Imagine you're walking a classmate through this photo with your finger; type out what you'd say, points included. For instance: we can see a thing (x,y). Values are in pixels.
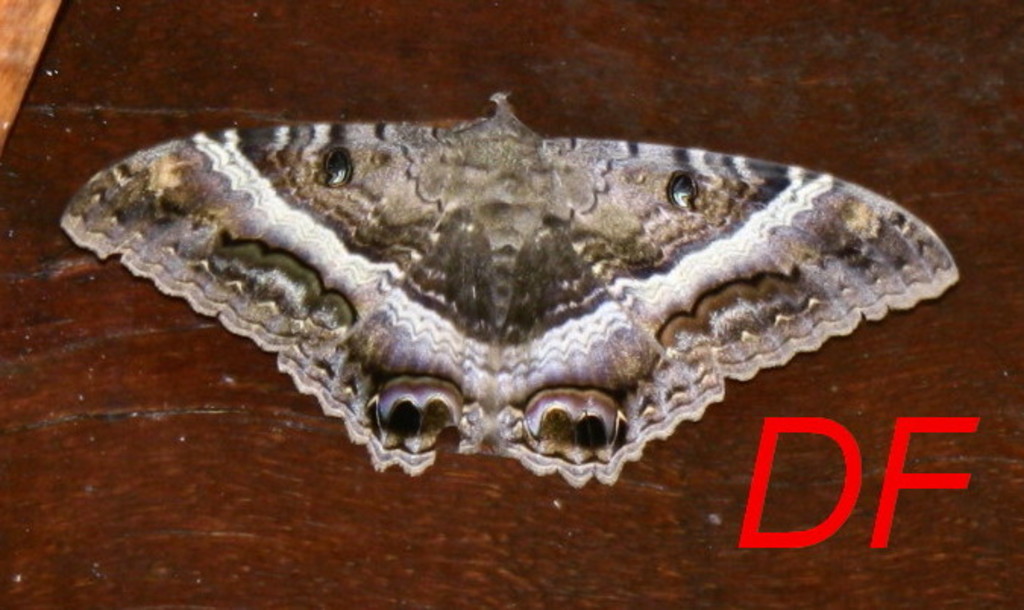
In this image I can see a butterfly (571,445) and a text (899,493) on the floor (596,110). This image is taken might be in a room (698,83).
